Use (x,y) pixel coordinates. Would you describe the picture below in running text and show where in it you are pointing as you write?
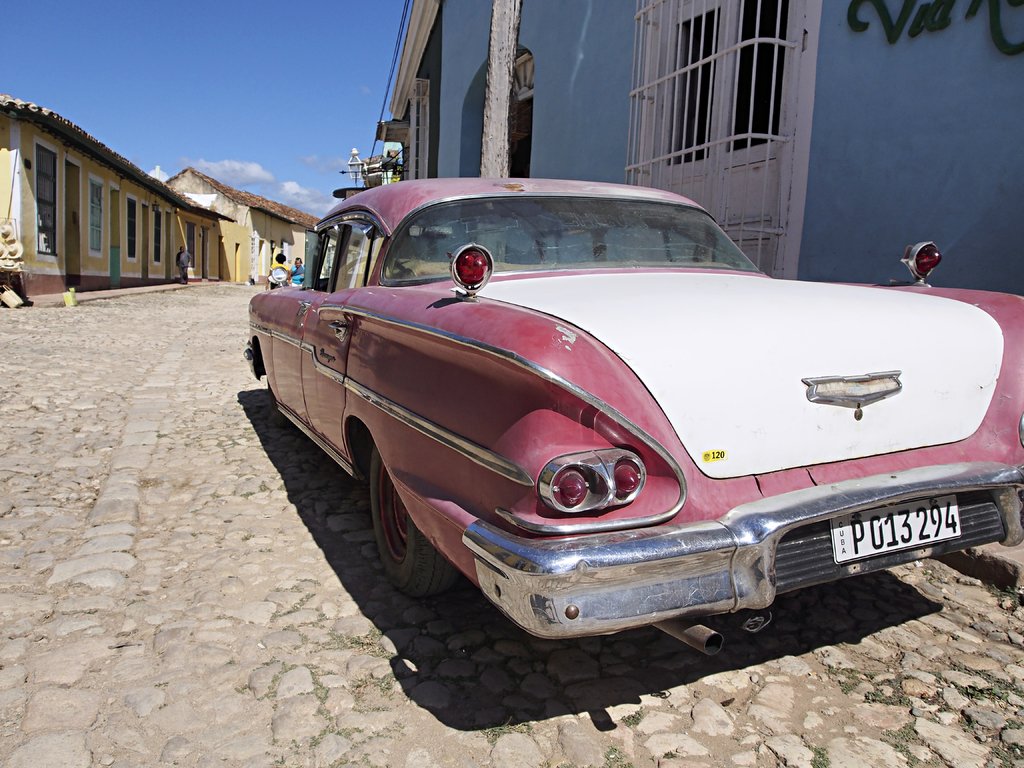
In this image we can see a car (579,357) and there are sheds (627,174). We can see a pole (514,14) and there are people (287,267). In the background (281,167) there is sky (296,86).
